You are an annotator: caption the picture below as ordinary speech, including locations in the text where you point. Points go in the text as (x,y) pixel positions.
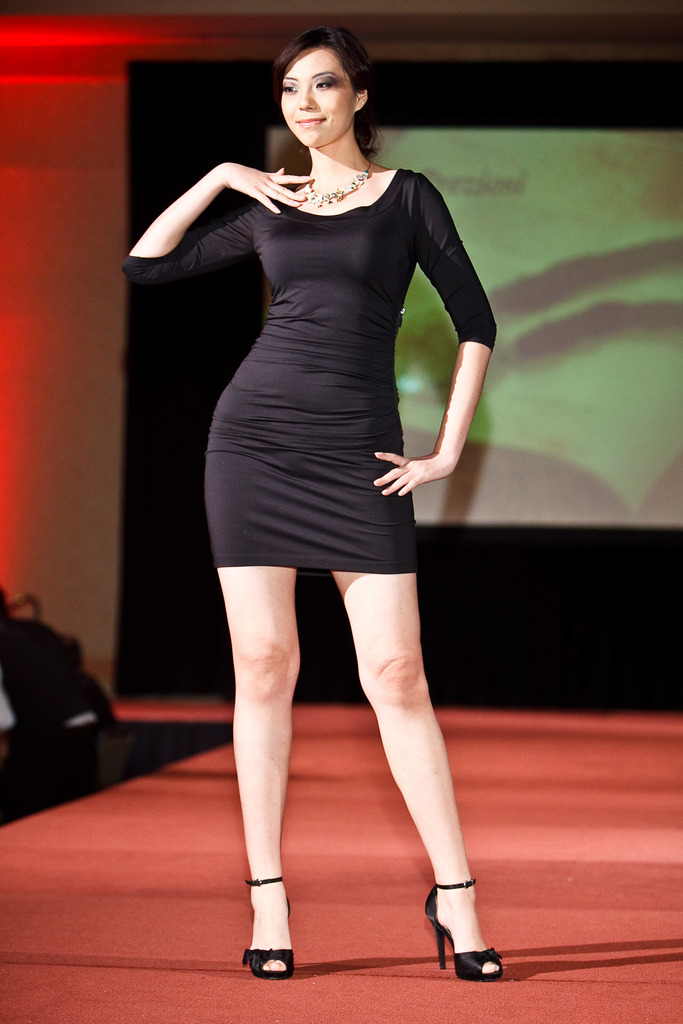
A woman (363,70) is standing wearing a black dress (339,348), necklace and black heels (500,968). There is a projector display (562,435) at the back (590,323) and a red light (44,149) at the left (45,365) back.
